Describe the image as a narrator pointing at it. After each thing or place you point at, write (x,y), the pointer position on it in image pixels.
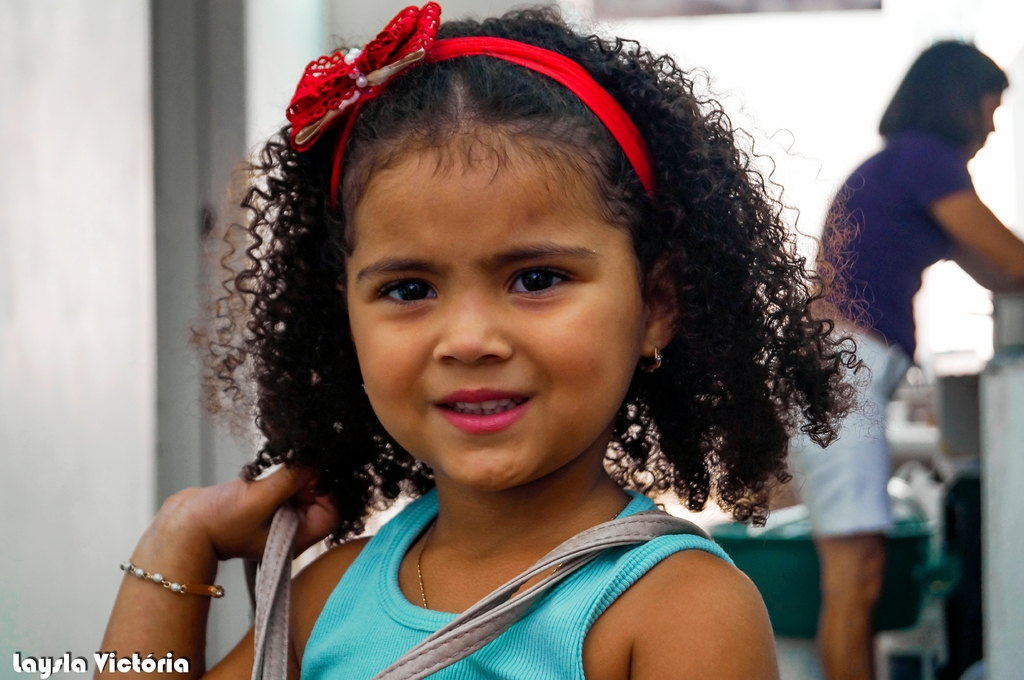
In this image, we can see a girl (437,491) is smiling and wearing hairband (453,51). She is holding some object (289,542). Background (806,117) there is a blur view. Here a woman (898,247) is standing. we can see so many things (914,509) and objects (912,570) here. Left side (33,667) bottom of the image (110,667), we can see some text (66,667). Here there is a wall (75,386).
